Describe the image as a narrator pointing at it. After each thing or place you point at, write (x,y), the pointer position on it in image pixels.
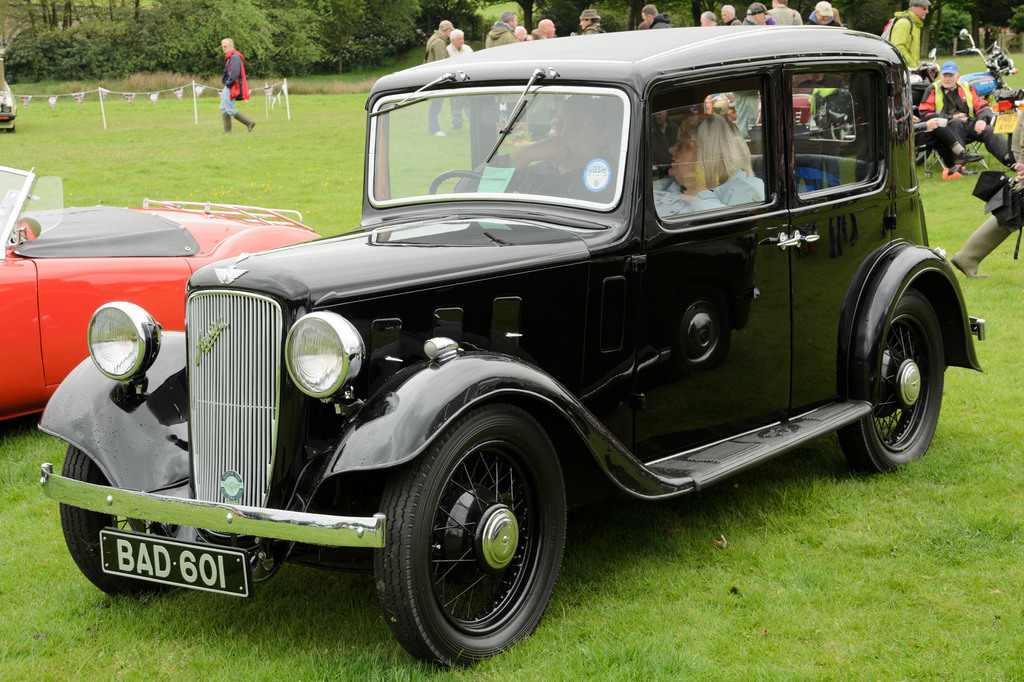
This picture contain black car (465,261) which is placed in front of the picture and beside this, we see a red car (151,246) and behind this car (423,68) we see many people (645,7) standing. We even see a blue color bike (992,72). On the top of the picture (373,32), we see many trees (174,56) and on the bottom of the picture (828,594), we see grass (828,621). Man (244,71) in red jacket (239,86) is walking on the grass (279,129).
